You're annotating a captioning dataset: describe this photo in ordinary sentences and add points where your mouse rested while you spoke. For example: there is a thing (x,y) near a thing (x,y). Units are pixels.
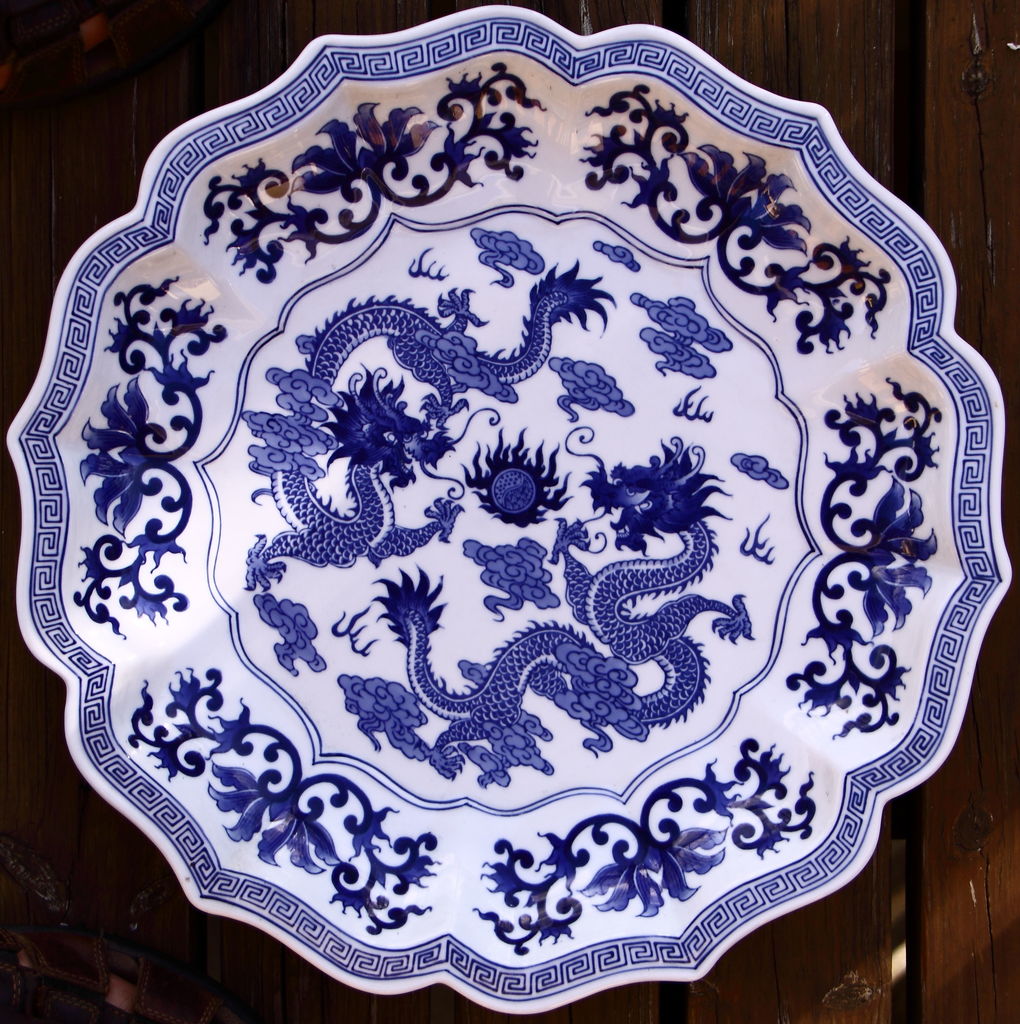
In this picture we can see a bowl (374,399) on a wooden surface (874,974). In this bowl (375,698), we can see a design (854,437) of some flowers (878,454) and dragons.
